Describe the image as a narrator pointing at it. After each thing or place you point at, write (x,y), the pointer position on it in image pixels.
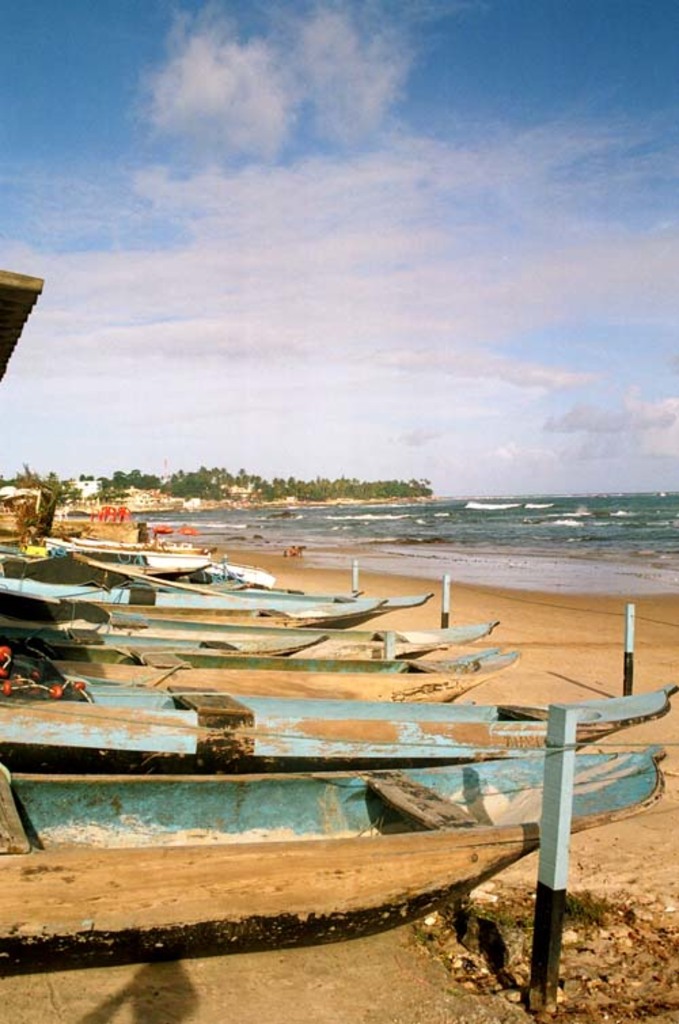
These are the boats (319,737) on the seashore (291,579) and on the right side (573,523) this is water (544,523). At the top (402,216) it's a blue color sky (256,184).
